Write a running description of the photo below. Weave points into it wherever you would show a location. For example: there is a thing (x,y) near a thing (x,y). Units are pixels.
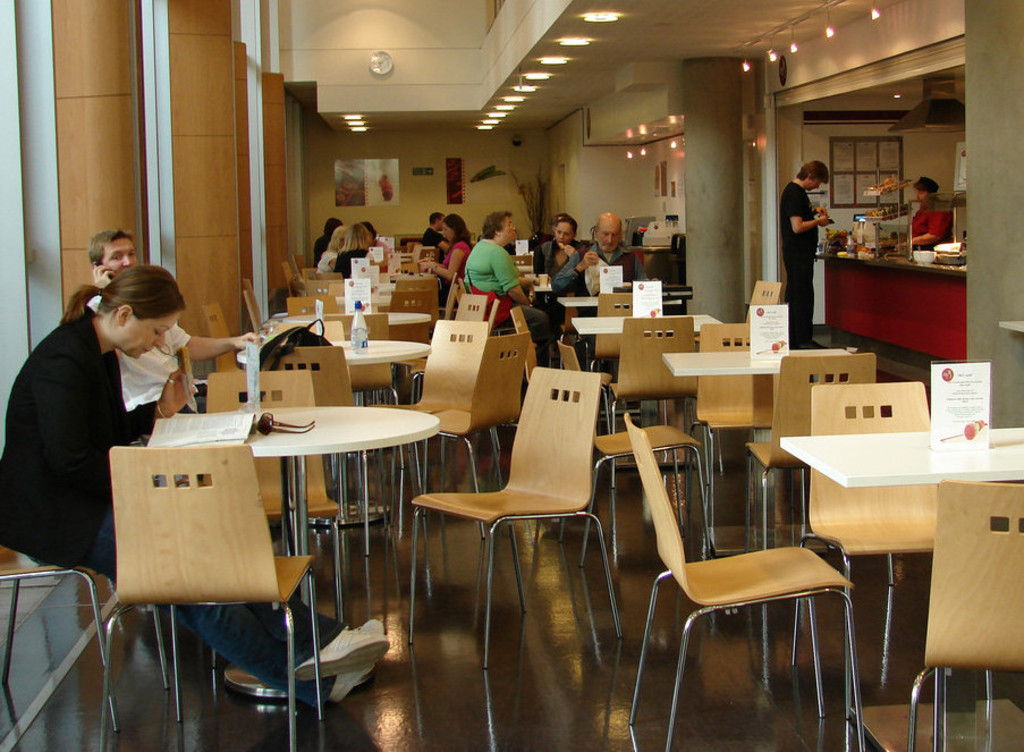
In this image there are group of people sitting and two persons (821,167) are standing. At the top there is a clock (378,51) and lights (544,60). At the back (373,191) there is a frame (389,181) and in the middle of the image (347,419) there are many tables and chairs (775,586).
